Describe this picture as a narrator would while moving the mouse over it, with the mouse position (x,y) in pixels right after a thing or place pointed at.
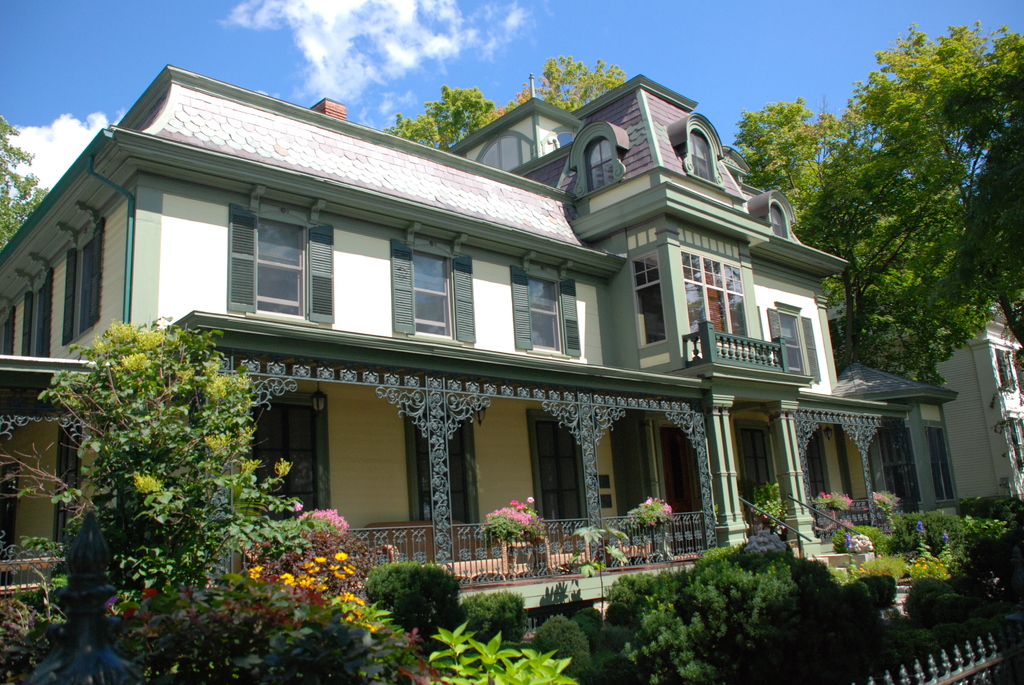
In this image, we can see buildings (691,302), trees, plants (320,590), stairs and a gate (936,671). At the top (328,50), there are clouds (387,46) in the sky (423,50).
